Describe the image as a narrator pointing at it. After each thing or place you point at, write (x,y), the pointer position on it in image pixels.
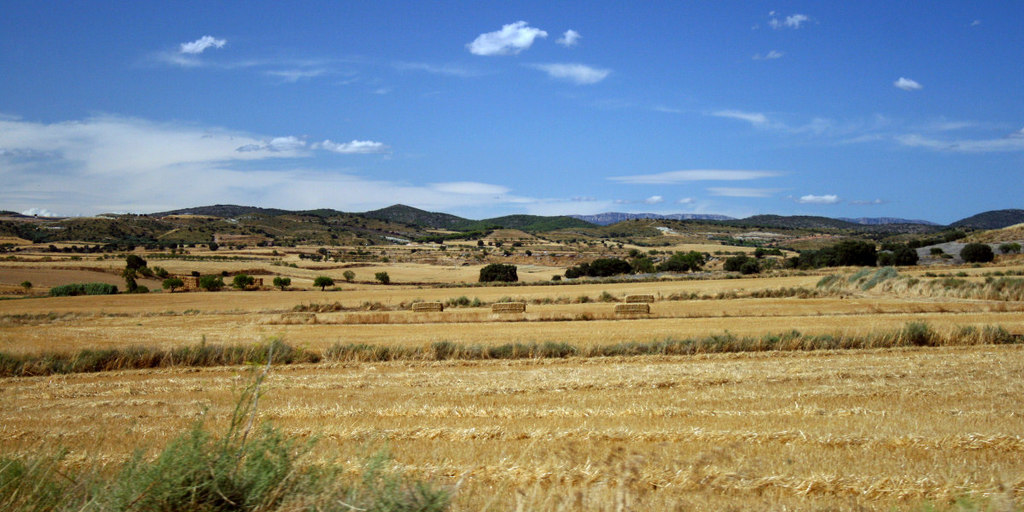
In this image I can see few plants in green color. In the background (573,211) I can see the mountains (405,215) and the sky (338,82) is in blue and white color.
